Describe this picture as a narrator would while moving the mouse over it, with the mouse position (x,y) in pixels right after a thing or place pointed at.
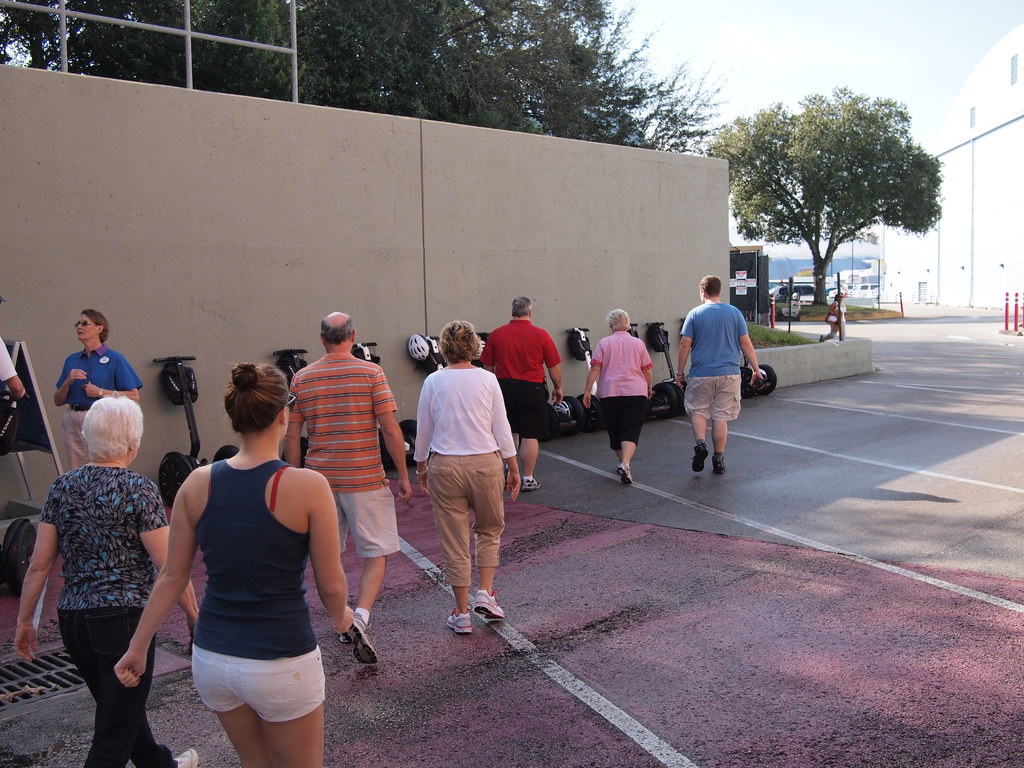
Towards left (287,546) there are people (396,551) walking down the road (653,440) and there are scooter like vehicles (180,392), wall (279,253) and trees (444,16). On the right (922,421) it is road (920,367). In the center of the background (790,213) there are vehicles (867,293), trees (824,159), grass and buildings (1005,213).
